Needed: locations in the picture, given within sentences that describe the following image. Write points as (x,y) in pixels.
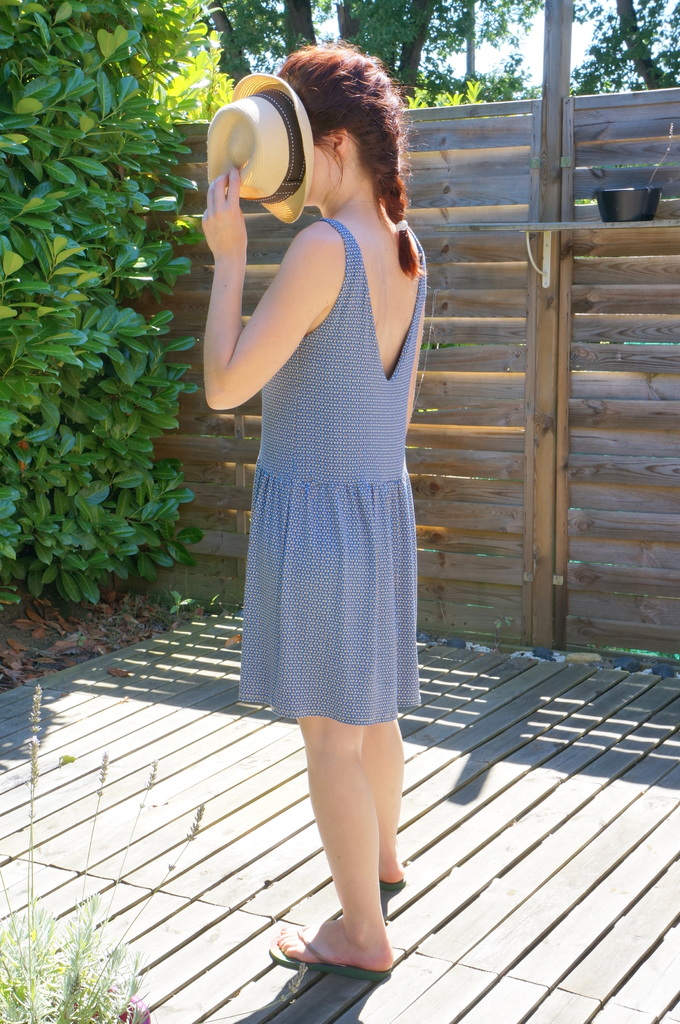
In this image I can see the person (350,726) standing on the wooden surface (12,722). The person (215,215) is wearing the blue color dress (289,466) and holding the hat (256,197). To the side I can see the wooden fence (479,325), trees (624,38) and the sky (475,56).
